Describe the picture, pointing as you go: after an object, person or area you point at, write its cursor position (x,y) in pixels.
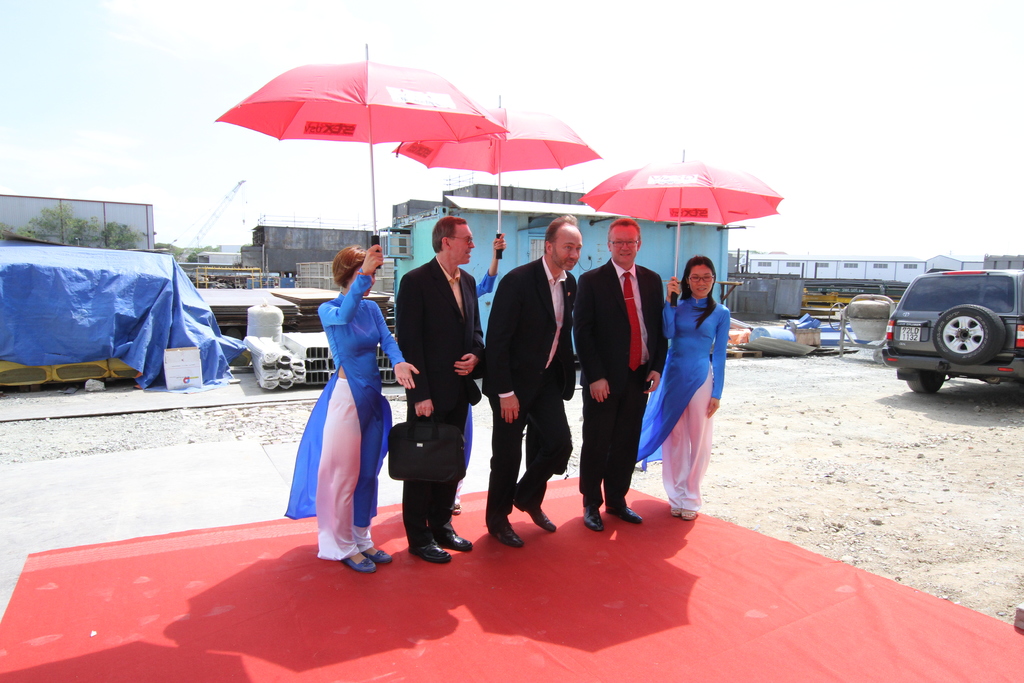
In this image we can see a few people (463,343) standing, among them some are holding the umbrellas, there are some buildings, trees (115,244), other objects (163,318) and a vehicle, in the background (595,53) we can see the sky (784,112).
